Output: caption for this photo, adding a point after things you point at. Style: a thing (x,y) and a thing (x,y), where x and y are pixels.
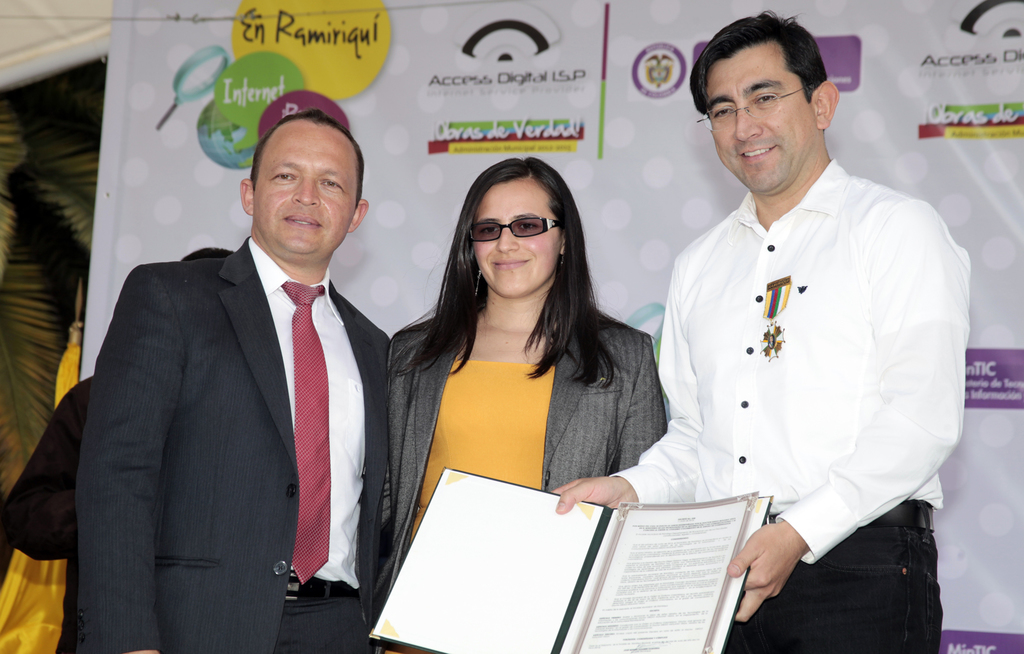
In this picture we can see a person (875,491) holding a file (509,515) in his hand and smiling. In this file (709,602) we can see a few papers (536,620). There is a man (269,243) and a woman (554,307) standing and smiling. We can see a person (69,468) at the back (75,485). There is a yellow object (44,622) and a poster (898,87) is visible in the background (121,34).
